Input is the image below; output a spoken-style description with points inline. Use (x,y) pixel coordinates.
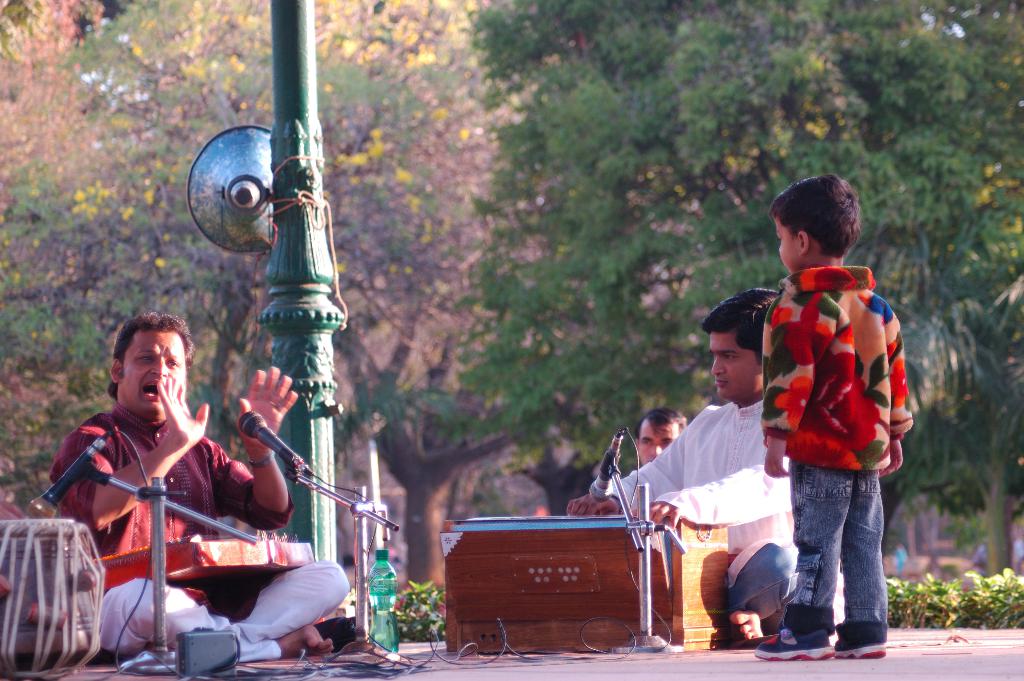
In this image there are two persons (776,563) sitting on the floor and they are playing a musical instrument (500,579), which is in front of them and there are mics (648,551) and a bottle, beside them there is a child (819,524) standing, behind them there is another person (651,442) sitting and there is a pillar (328,304) with a speaker (243,180). In the background (578,234) there are trees (127,198) and plants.
